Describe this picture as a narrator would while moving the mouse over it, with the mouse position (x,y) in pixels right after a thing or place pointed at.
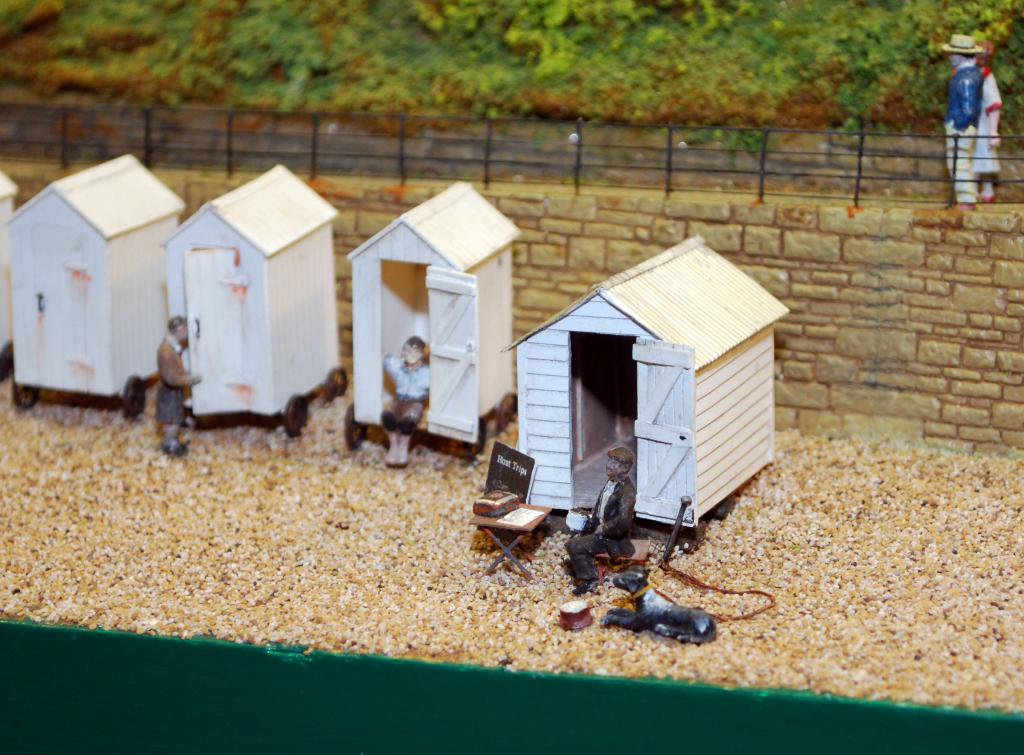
Here in this picture we can see miniature beach huts (369,357) and dolls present over there and behind them we can see wall (546,216), fencing (376,114) and plants (354,77) and grass (354,77) present all over there.
